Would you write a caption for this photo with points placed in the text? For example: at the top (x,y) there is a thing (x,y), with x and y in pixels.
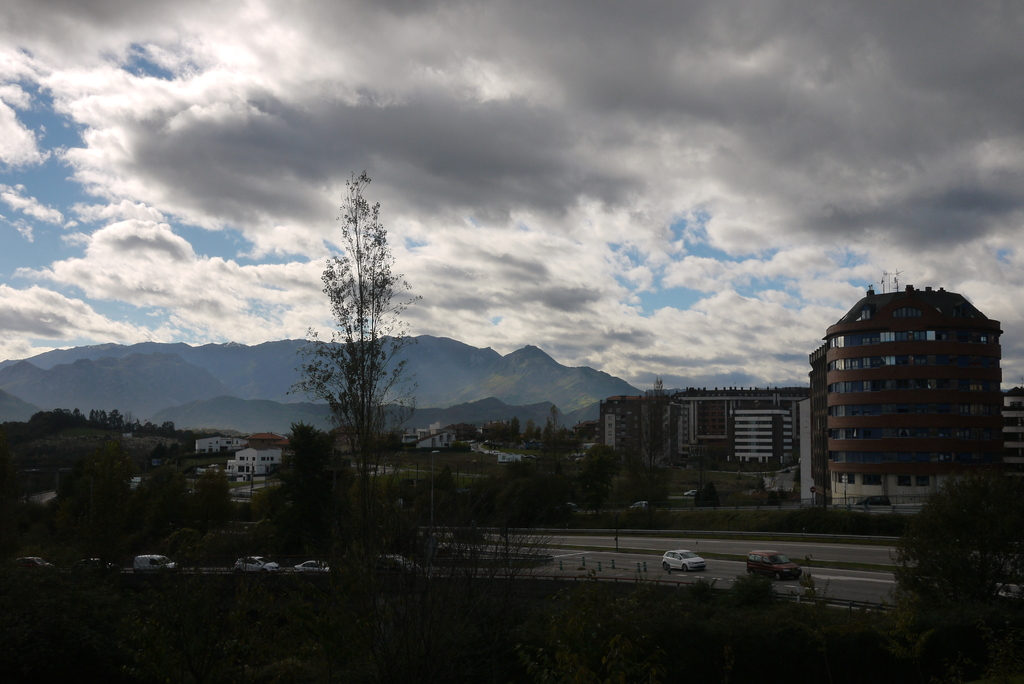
In this image I can see few vehicles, trees (447,625) in green color, buildings (213,440). In the background (329,309) I can see the mountains (540,369) and the sky (378,194) is in blue and white color.
